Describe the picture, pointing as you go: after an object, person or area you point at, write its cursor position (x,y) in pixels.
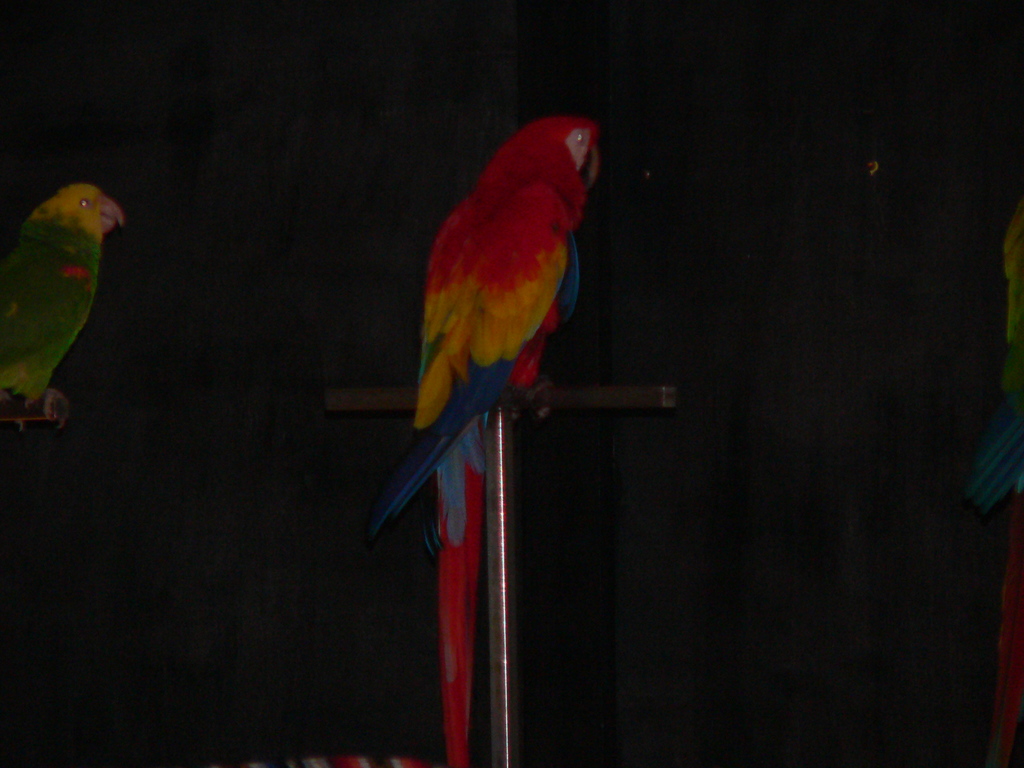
In this image we can see parrots (67,239) standing on the poles (499,451).
